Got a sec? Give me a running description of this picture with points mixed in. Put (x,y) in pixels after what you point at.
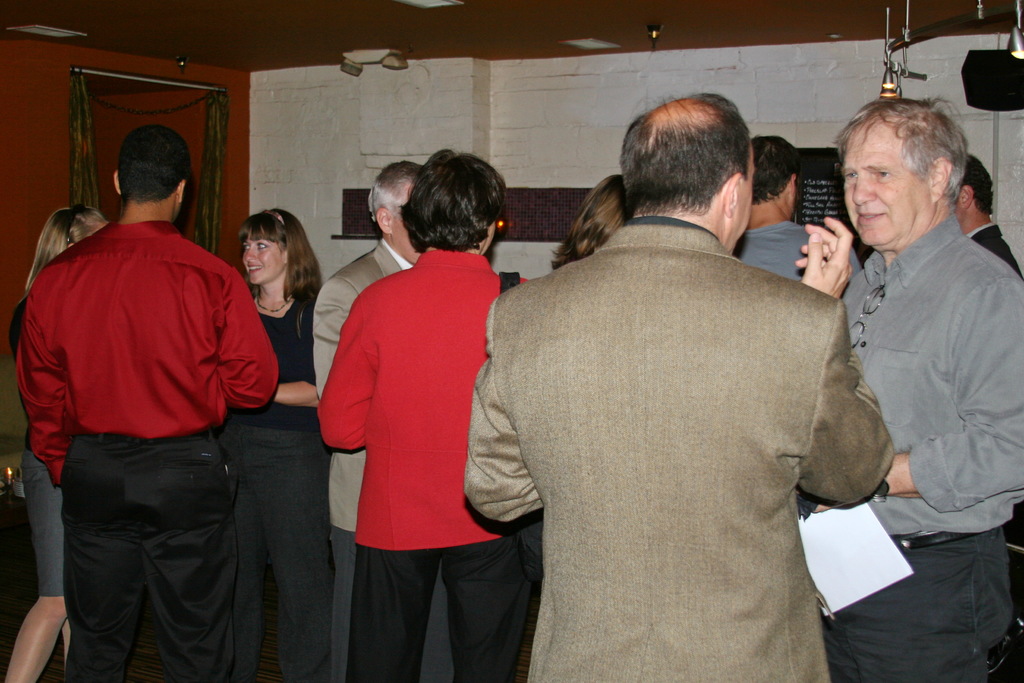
In this image I can see number of people (977,323) are standing and on the right side (943,250) I can see one of them is holding a white colour paper (800,531). In the background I can see a black colour thing (823,151) and on it I can see something is written. On the top right corner of this image (975,100) I can see an iron rod (928,29), a black colour thing (1015,100) and on the left side (341,72) I can see few lights (393,60) on the ceiling (133,4).
